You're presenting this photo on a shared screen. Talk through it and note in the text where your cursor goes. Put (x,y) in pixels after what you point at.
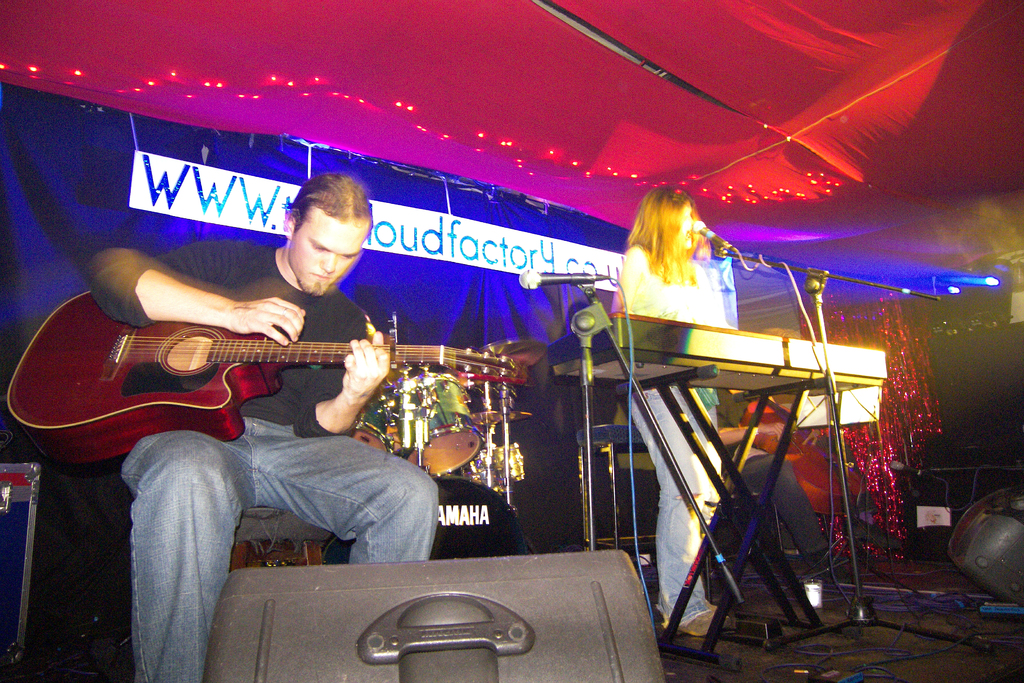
This person (316,315) sitting and playing guitar (236,347) and this person (662,463) standing and playing musical instrument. There are microphones (582,285) with stands (840,456). Behind these persons (385,466) we can see musical instrument (424,398), board (515,248), curtain (21,151). On the top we can see lights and we can see cables (897,610), electrical device (1020,576) on the floor (866,646).
